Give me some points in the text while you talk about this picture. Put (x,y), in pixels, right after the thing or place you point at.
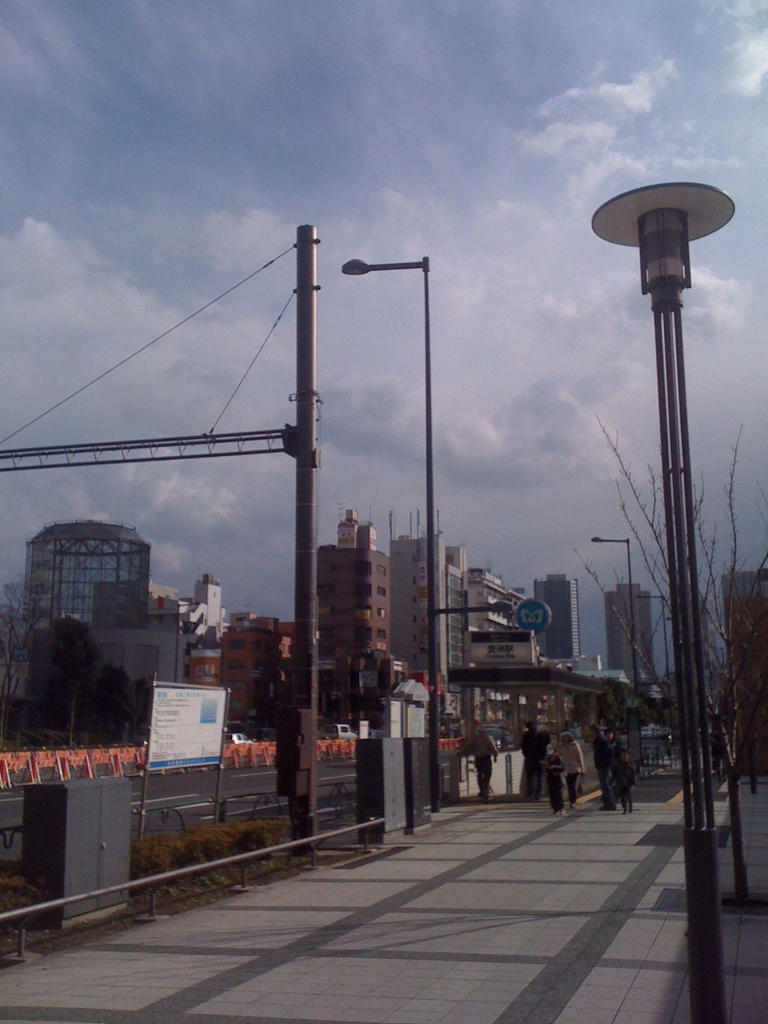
In this picture we can see some people (534,756) are walking and some people (530,770) are standing on the path (508,801) and behind the people (536,777) there are poles (305,306) with lights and on the roads (238,770) there are barriers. Behind the poles (433,674) there are trees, buildings (175,648) and a cloudy sky (411,355).
